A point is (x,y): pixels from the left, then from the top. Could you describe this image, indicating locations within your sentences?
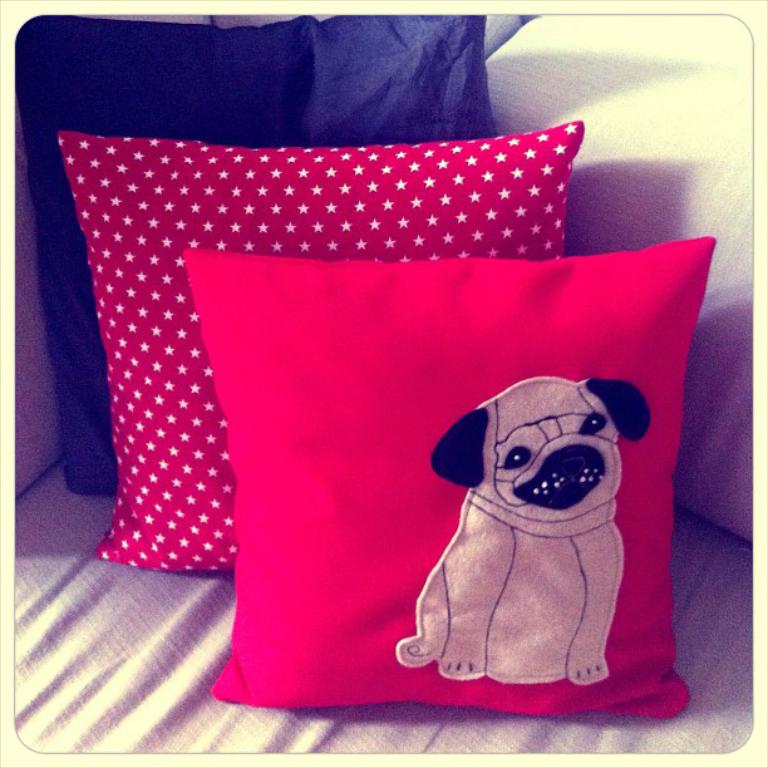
In this image we can see three cushions (348,362), which are on the couch (28,724), there is a dog image (519,509) on one cushion (442,484).
